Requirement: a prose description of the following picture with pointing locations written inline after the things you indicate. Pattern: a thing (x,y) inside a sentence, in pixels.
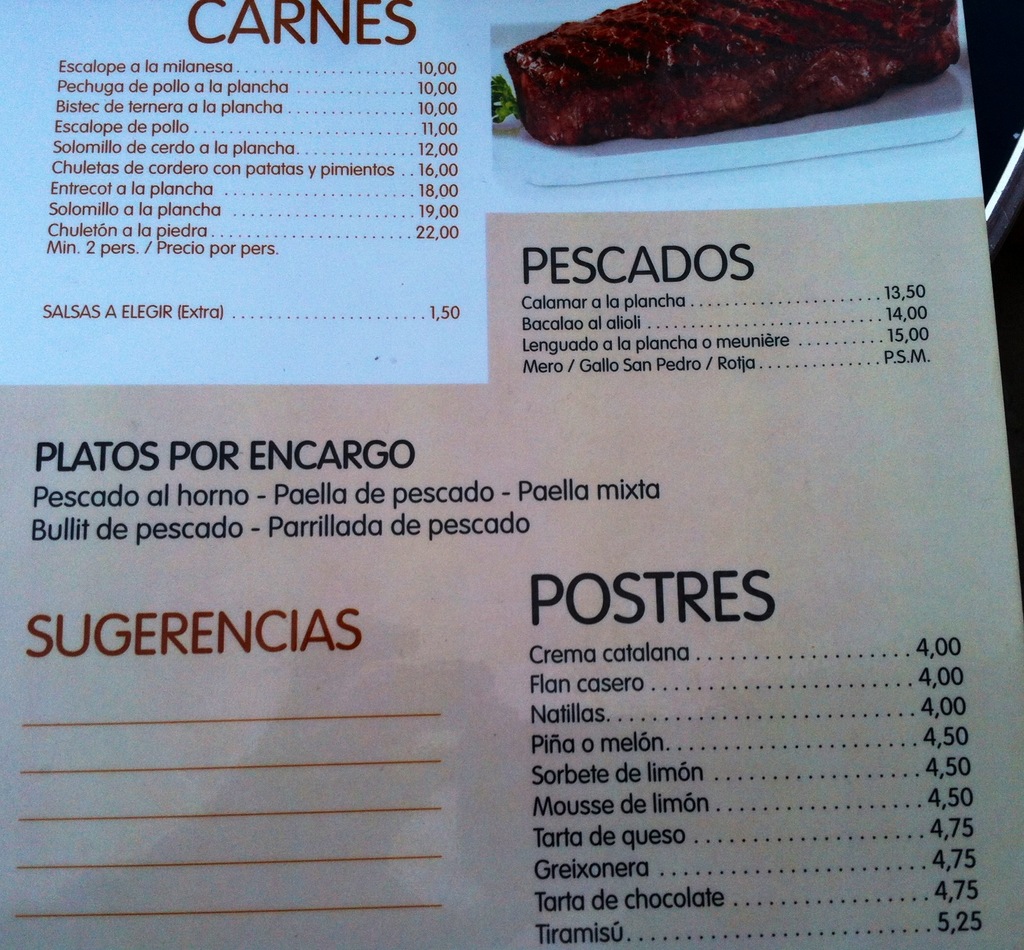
In this picture there is a menu (719,611) which has something written on it.
